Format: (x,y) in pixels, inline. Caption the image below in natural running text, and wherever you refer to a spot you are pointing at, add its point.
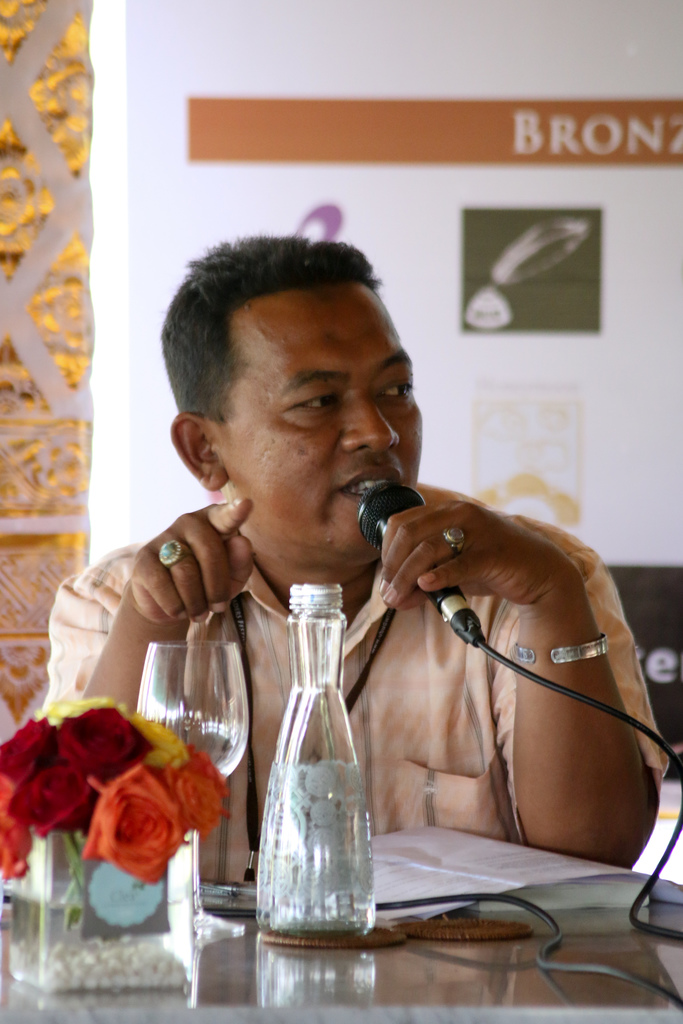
In this image we can see person (331,382) sitting holding a mic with a wire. We can also see a table (345,997) placed in front of him containing a flower pot (86,928), bottle (337,873), glass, a book (598,887) and some papers (382,878). On the backside (285,185) we can see a board (313,155) with some text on it.
